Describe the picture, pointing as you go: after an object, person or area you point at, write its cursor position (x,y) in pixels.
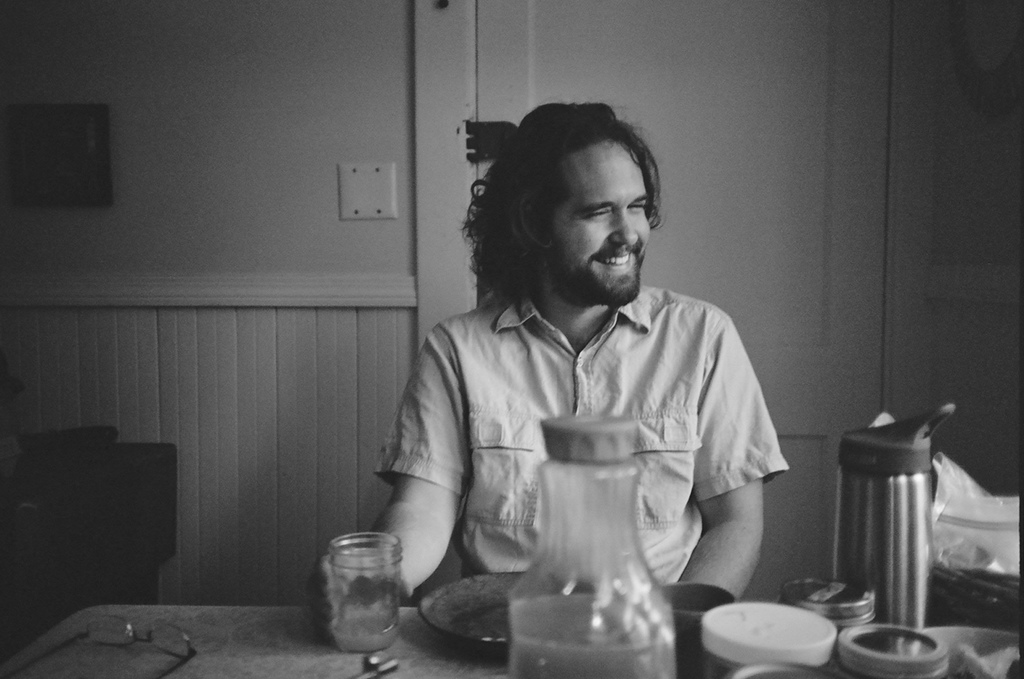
This is a black and white image as we can see there is one person (578,415) sitting and holding a glass (391,601), and there is a table (427,640) at the bottom of this image (418,654). There are some bottles (576,631) and other objects (741,618) are kept on to it. There is a white color wall (386,221) in the background (262,302). There is a photo frame (93,159) attached onto the wall (136,140) as we can see on the left side of this image (84,170).
